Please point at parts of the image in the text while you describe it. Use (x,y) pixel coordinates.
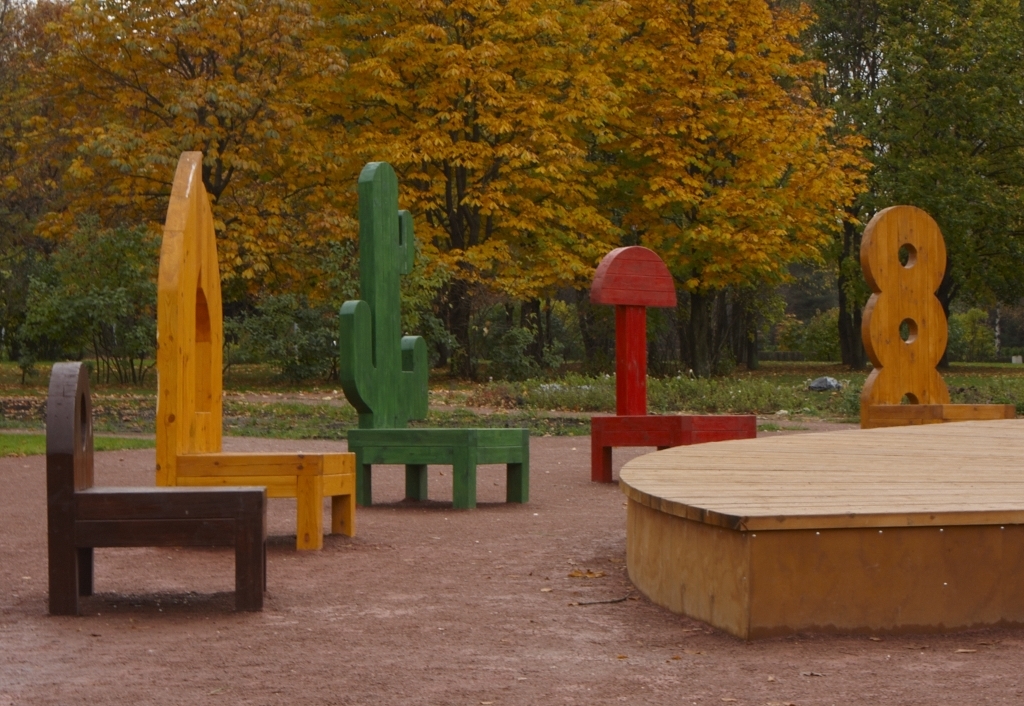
These are the wooden chairs (119,514) with different structures. In the middle (493,259) there are yellow trees (518,201).
